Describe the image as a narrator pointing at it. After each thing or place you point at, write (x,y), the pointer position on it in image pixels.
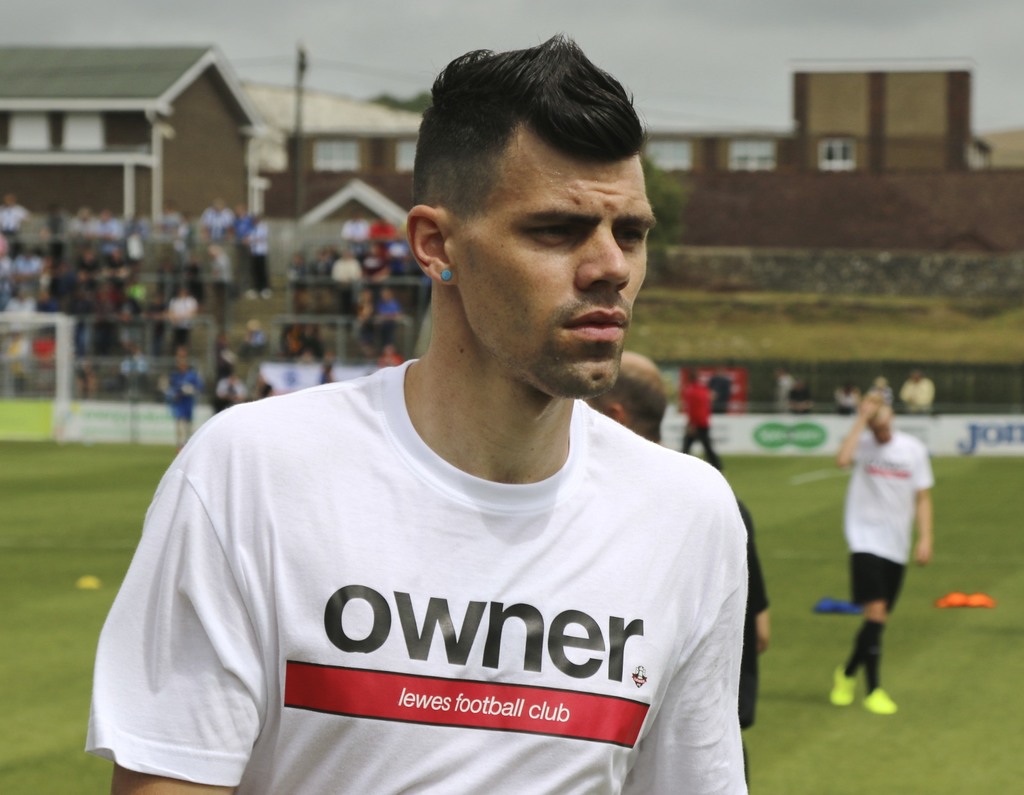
In this image we can see a few people (535,340), some of them are on the ground (814,468), there are boards (1014,441) with text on it, there are houses (369,158), a pole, also we can see the sky (624,63), and the background (403,92) is blurred.
